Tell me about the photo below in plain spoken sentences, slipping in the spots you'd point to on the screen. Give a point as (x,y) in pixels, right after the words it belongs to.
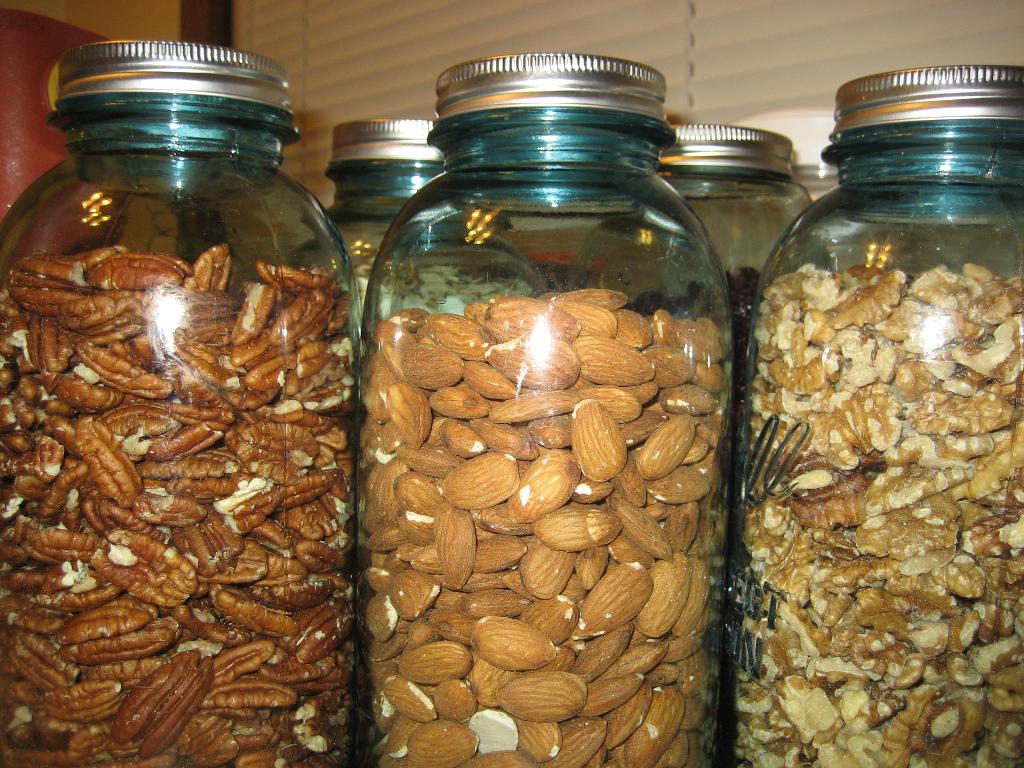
In this image there are so many jars (575,570) filled with dry fruits (575,570).
